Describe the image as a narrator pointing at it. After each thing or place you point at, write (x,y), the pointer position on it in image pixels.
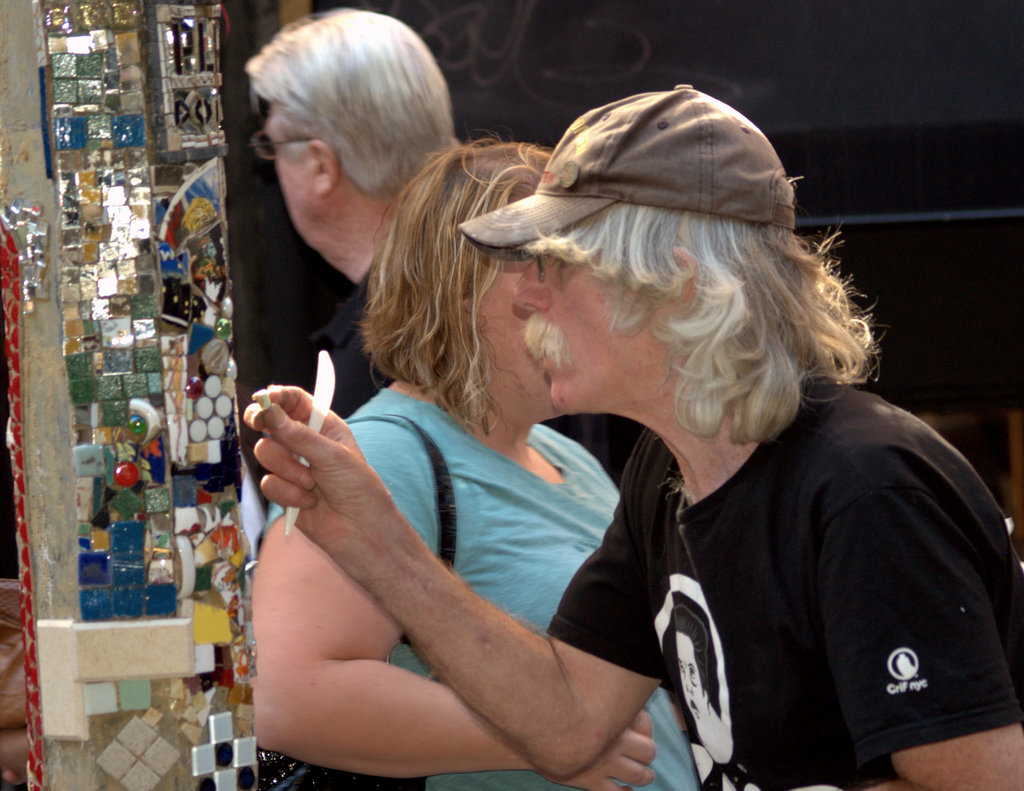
In this picture I can see few people (419,447) standing and I can see a man (293,437) holding something in his hand (287,394). I can see few stones (102,345) on the pillar (160,468) and a dark background (952,271).
